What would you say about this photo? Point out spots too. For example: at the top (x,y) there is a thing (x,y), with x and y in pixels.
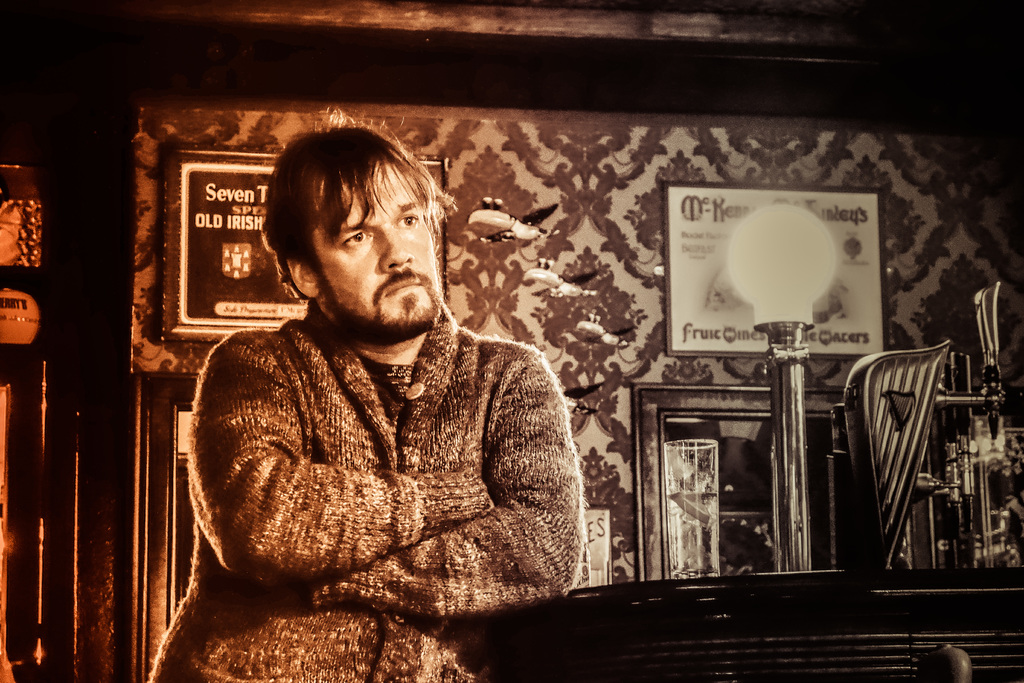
In this picture I can see there is a man (432,225) standing here and he is looking at right side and there is a table (673,591) here and a glass (701,574) on it. There is a light (805,532) and there is a wall (570,237) in the backdrop (636,362) and there are photo frames (245,253) on it.
